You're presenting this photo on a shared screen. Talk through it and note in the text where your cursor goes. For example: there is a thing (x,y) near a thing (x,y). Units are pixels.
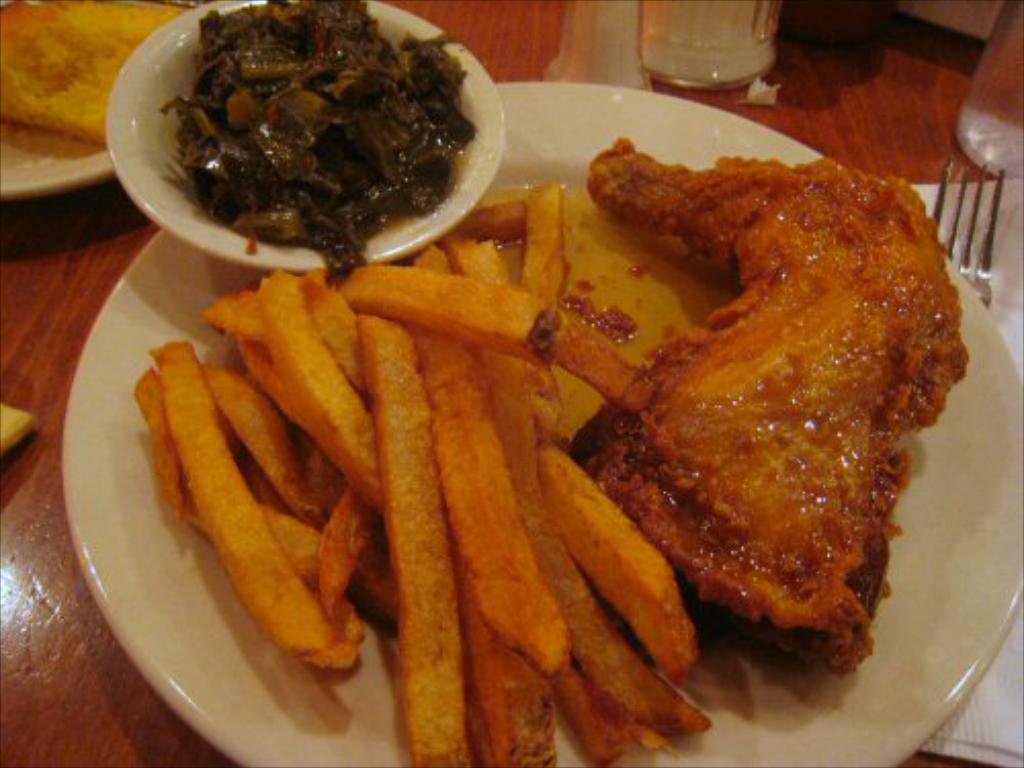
We can see plates (581,680), french fries (440,382), food (330,233), bowl (152,99), glass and objects (980,727) on the wooden surface (82,703).
